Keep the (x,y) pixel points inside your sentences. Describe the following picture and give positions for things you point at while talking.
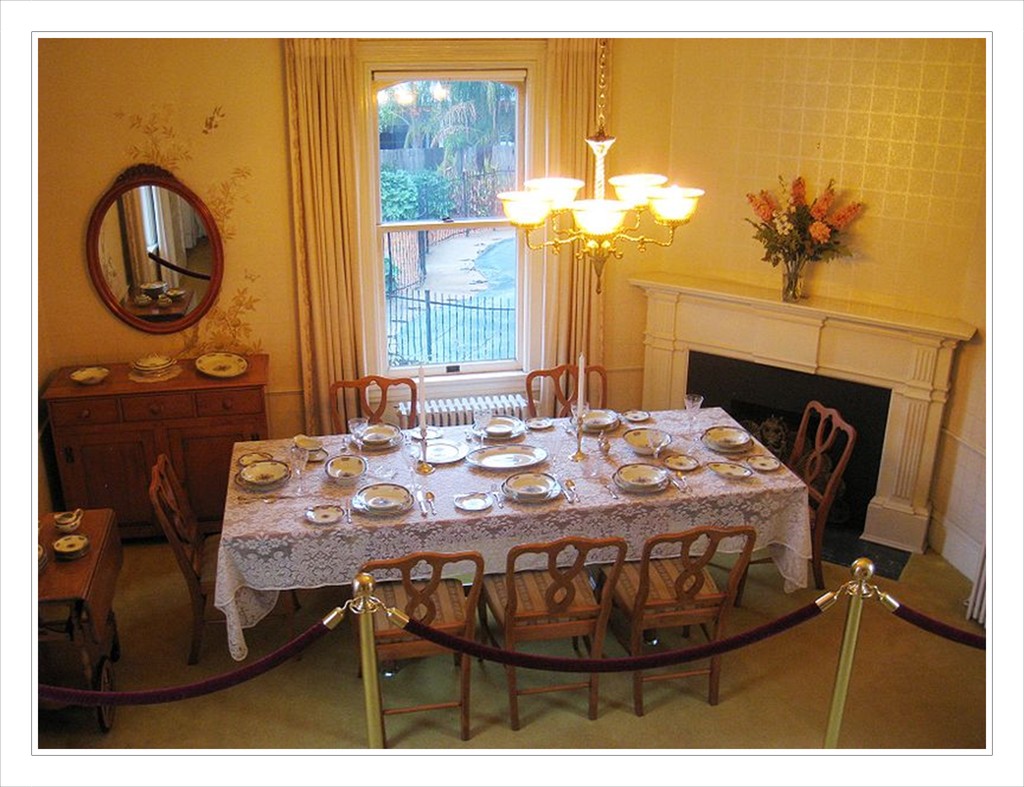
In this picture I can observe dining table (700,486) in the middle of the picture (557,522). There are some plates (382,486) placed on the table (414,446). Around the table (284,496) I can observe chairs (583,625). In the top of the picture (563,207) I can observe chandelier (600,149) hanging to the ceiling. On the left side (155,216) there is a mirror (144,231) on the wall (182,167). In the background (376,123) I can observe window (373,222).
